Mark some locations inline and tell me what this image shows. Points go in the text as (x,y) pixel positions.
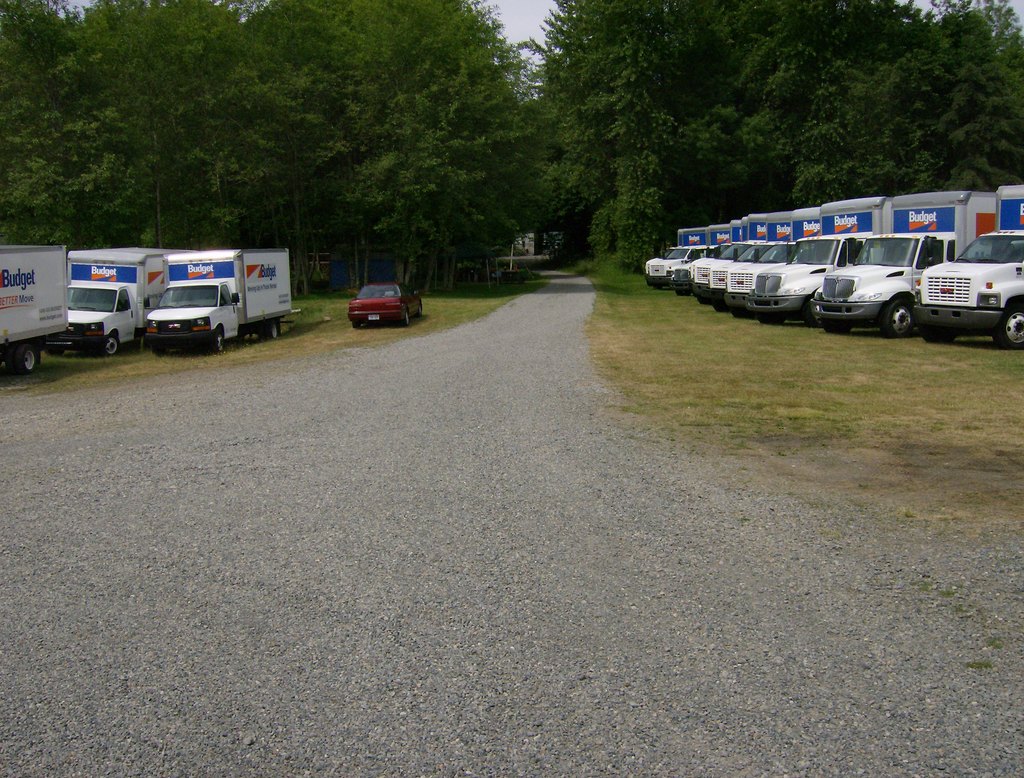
In the picture we can see a road (774,745) on the both the sides of the road (676,604) we can see grass surface (503,288) and some trucks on both the sides and a car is also parking on the left hand side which is red in color and we can see trees (7,116) on both the sides and on the top of the trees (487,221) we can see a part of the sky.
